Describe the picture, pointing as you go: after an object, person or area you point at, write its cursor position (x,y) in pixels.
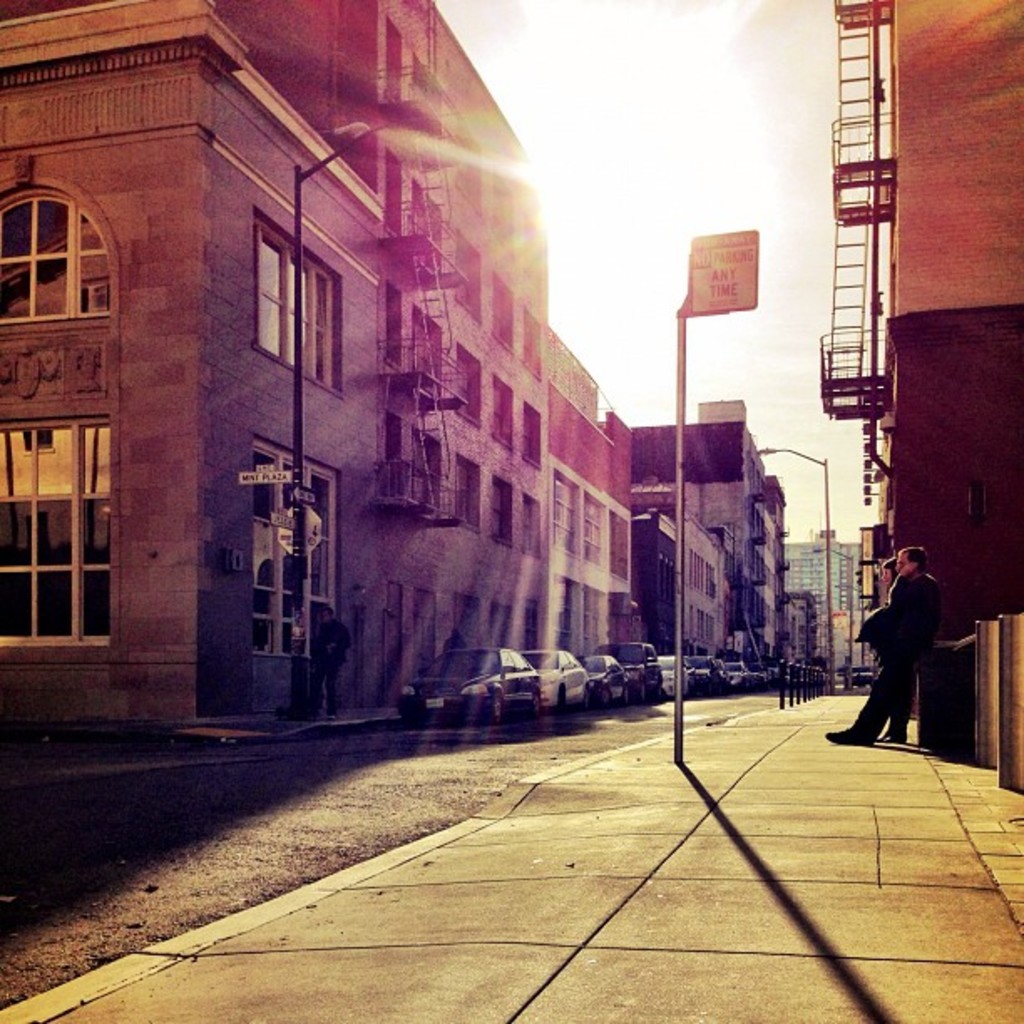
In this image I can see buildings (719,479), in front of the buildings (747,556) I can see vehicles (494,667) parking on the road (234,846) and I can see a signboard (724,246) visible in the middle (681,558), on the right side (887,600) I can see two persons (922,590) standing in front of the wall (925,662), at the top (690,80) I can see the sky (740,86).
